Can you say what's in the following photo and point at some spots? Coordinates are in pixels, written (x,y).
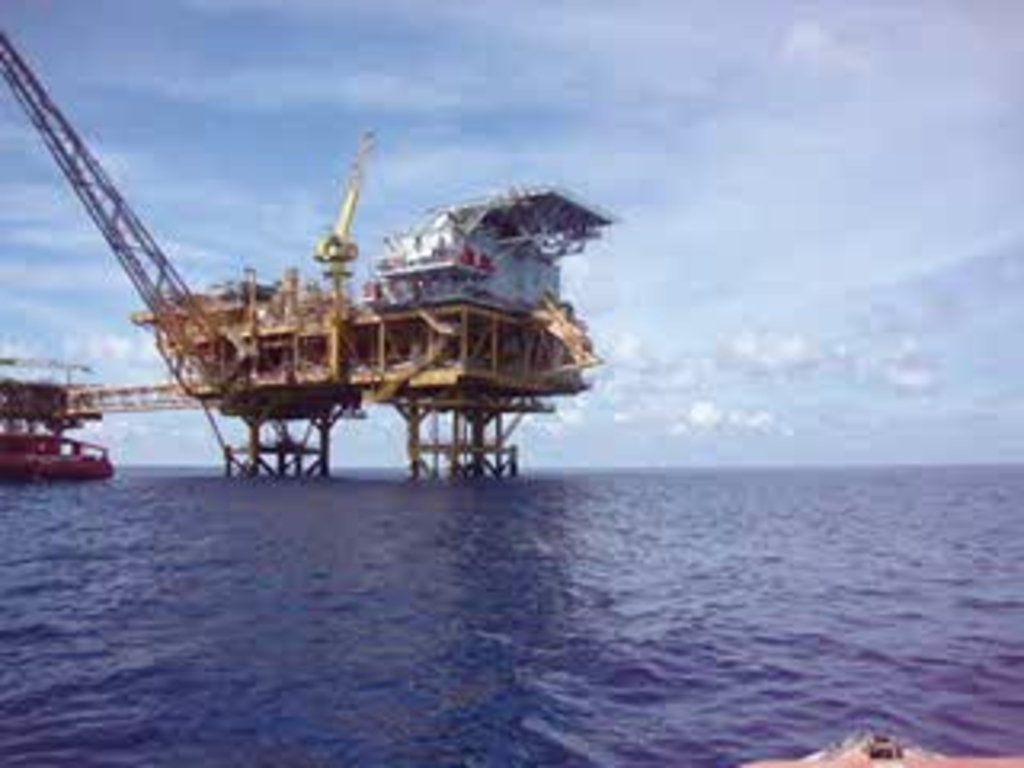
This is a blurred image. In this image I can see the oil platform (345,394), crane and boats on the water (527,566). In the background (909,332) I can see the clouds (13,205) and the sky (102,286).
